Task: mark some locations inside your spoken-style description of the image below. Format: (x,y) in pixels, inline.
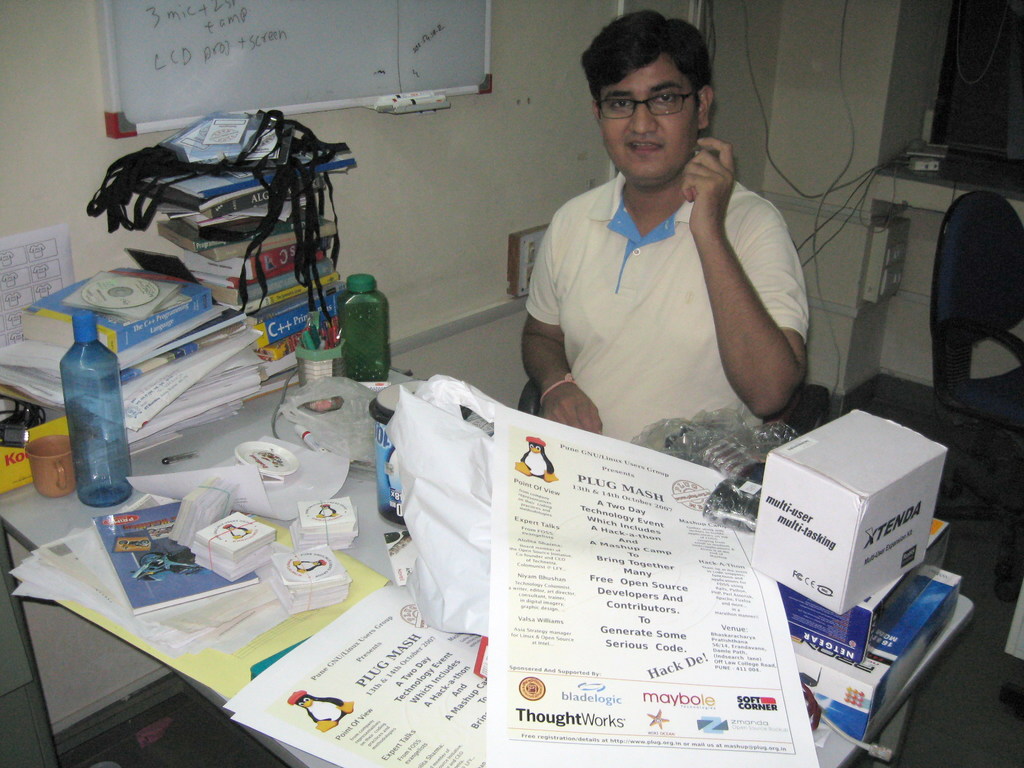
In this picture I can see a man (686,333) is sitting on the chair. On the table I can see bottles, books (280,353), papers (571,638), box (846,593) and other objects (857,621) on it.
